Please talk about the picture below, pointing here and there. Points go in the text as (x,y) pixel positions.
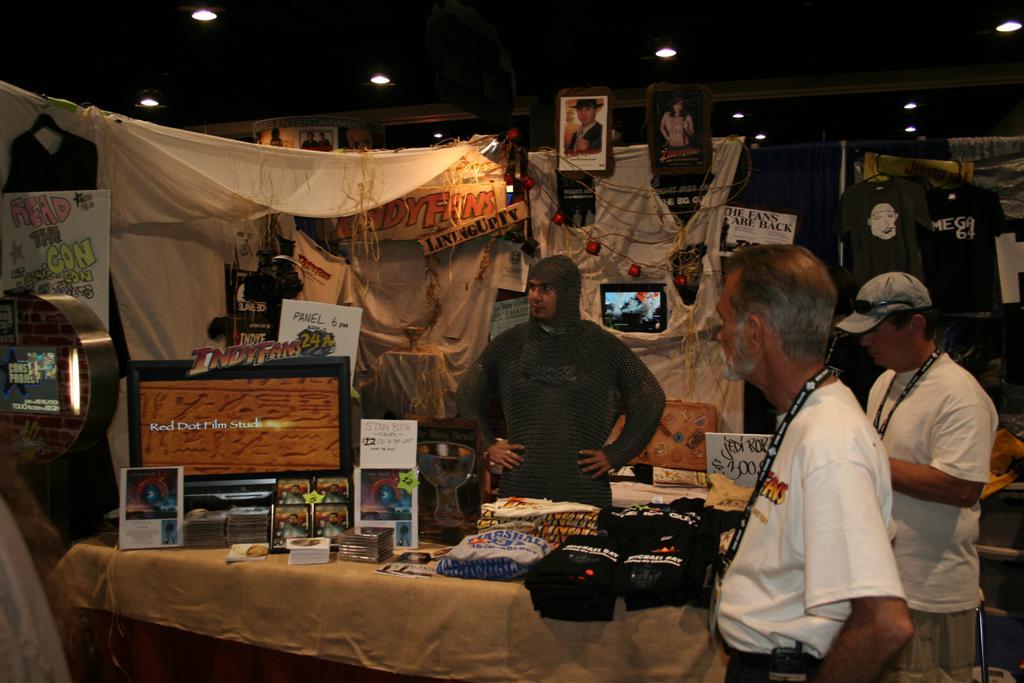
In this image I can see a person (847,495) wearing white t shirt (847,497) and black colored badge (750,511) is standing and I can see another person (941,431) wearing white t shirt (916,550), hat (896,285) and badge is standing. In the background (519,598) I can see a table (437,605) and on the table (410,592) I can see few clothes (643,527), few boards (474,486) and few other objects (394,504) and a person (552,386) standing behind the table (424,597), few posters (568,142), few boards (465,204), few clothes (729,168), the ceiling (725,89) and few lights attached to the ceiling (636,91).
